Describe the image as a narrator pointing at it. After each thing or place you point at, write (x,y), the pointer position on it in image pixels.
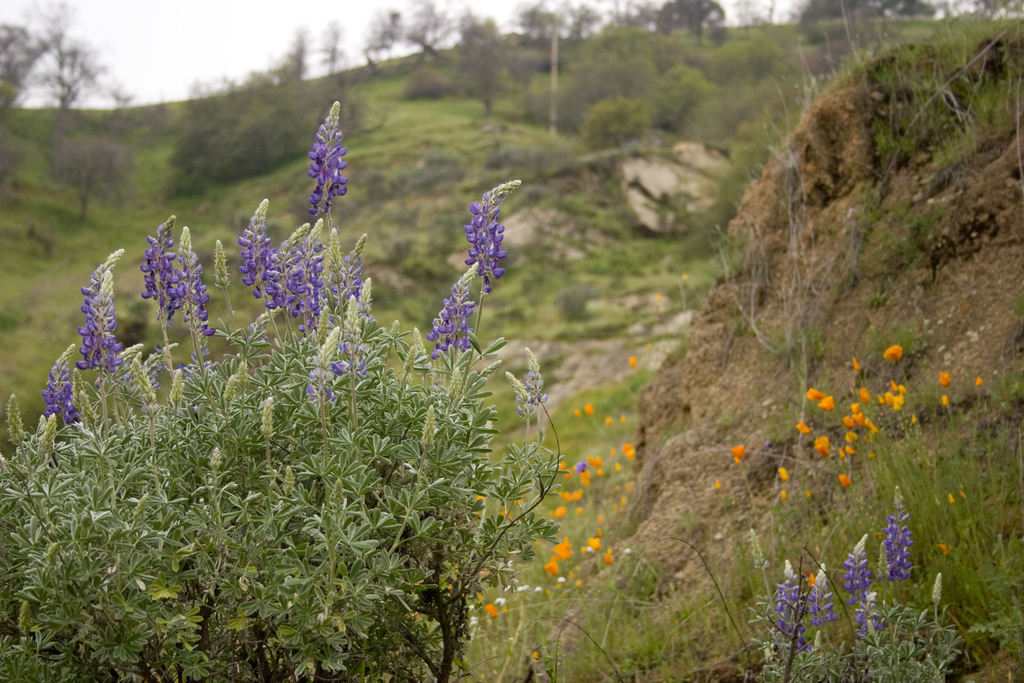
At the bottom of the image (467,573) we can see the plants (555,476) and flowers (96,328). In the background of the image (928,311) we can see the hills (601,262), rocks (695,169), trees (689,129) and grass (205,203). At the top of the image (295,26) we can see the sky (196,36).
